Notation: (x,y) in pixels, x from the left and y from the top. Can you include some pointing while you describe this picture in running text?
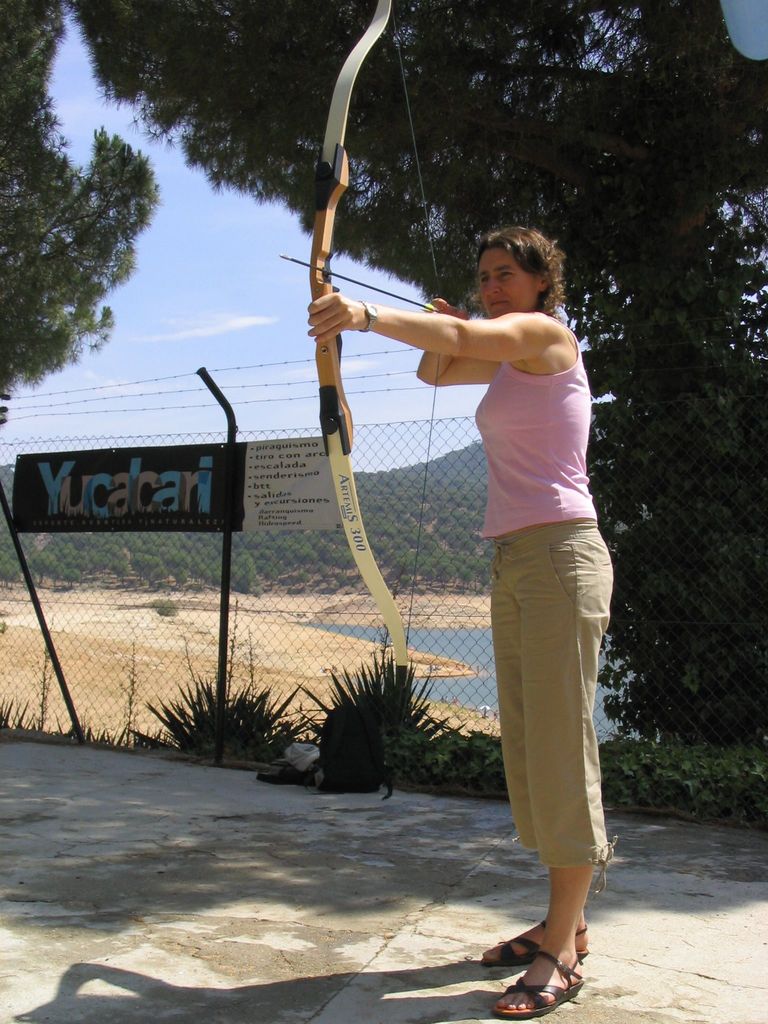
In this picture I can observe a woman (543,721) standing on the floor (168,887). She is holding a bow (344,467) in her hand (329,315). Behind her I can observe fence (287,594). There are some plants (404,715) and trees (426,119). In the background (245,303) I can observe sky (200,297).
